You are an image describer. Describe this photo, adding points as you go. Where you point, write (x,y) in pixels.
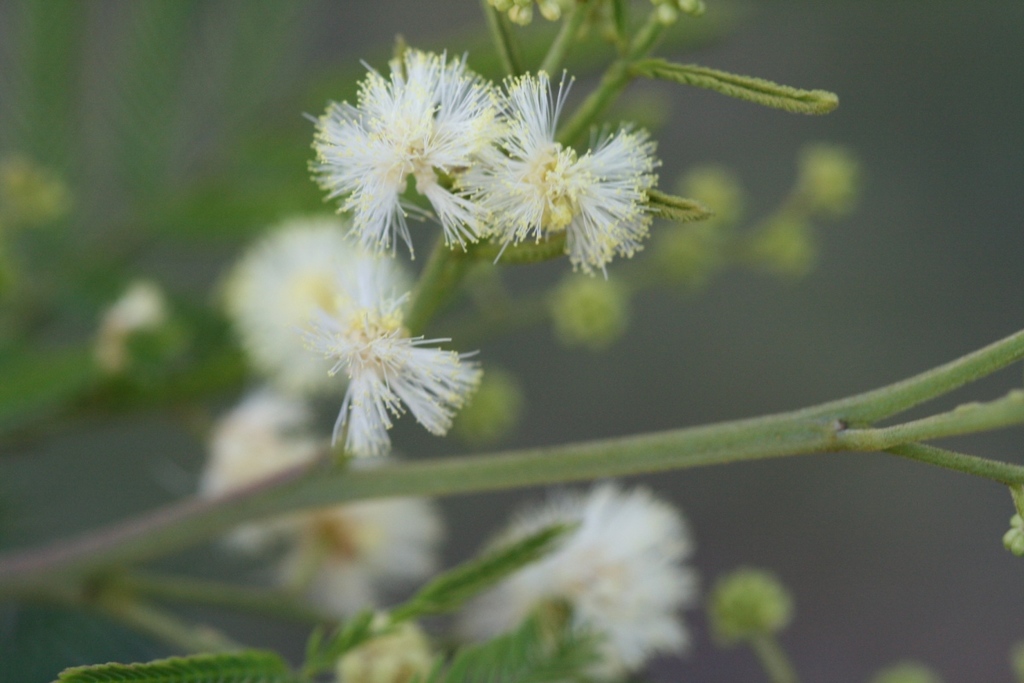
In this image we can see some flowers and leaves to a shame plant (553,448).
